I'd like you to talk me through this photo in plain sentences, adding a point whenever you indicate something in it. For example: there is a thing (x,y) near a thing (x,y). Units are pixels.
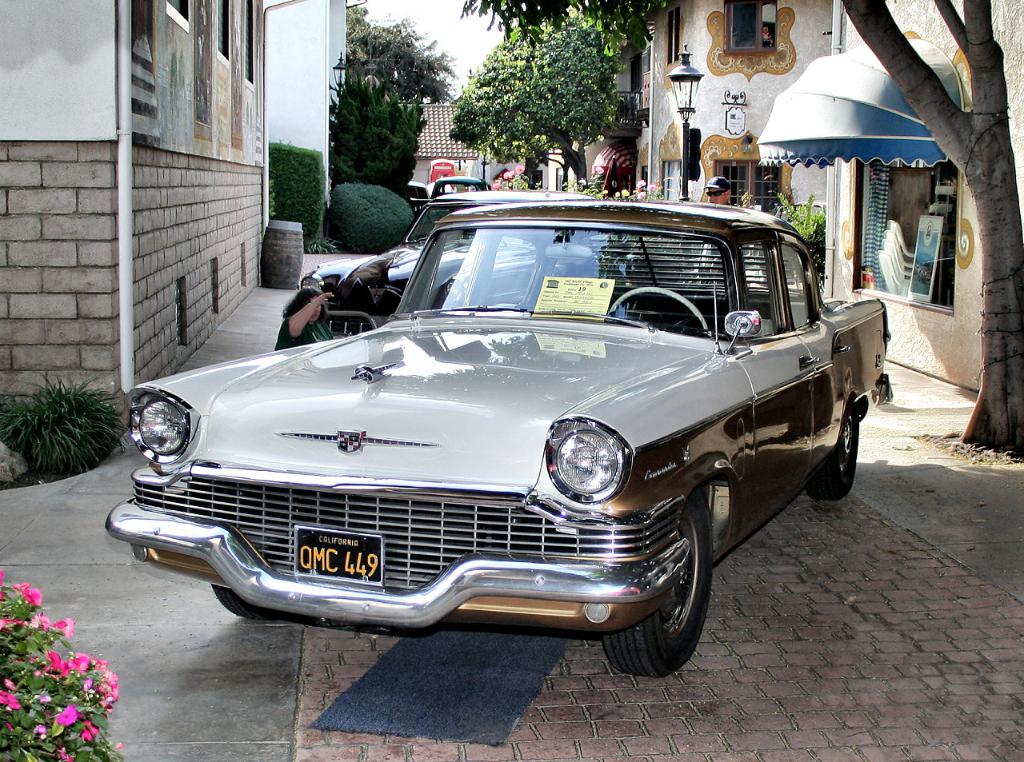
In this image we can see a few vehicles (458,387), there are some buildings (60,219), poles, lights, trees (384,177), plants (322,188), chairs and persons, in the background (464,41), we can see the sky (491,42).
